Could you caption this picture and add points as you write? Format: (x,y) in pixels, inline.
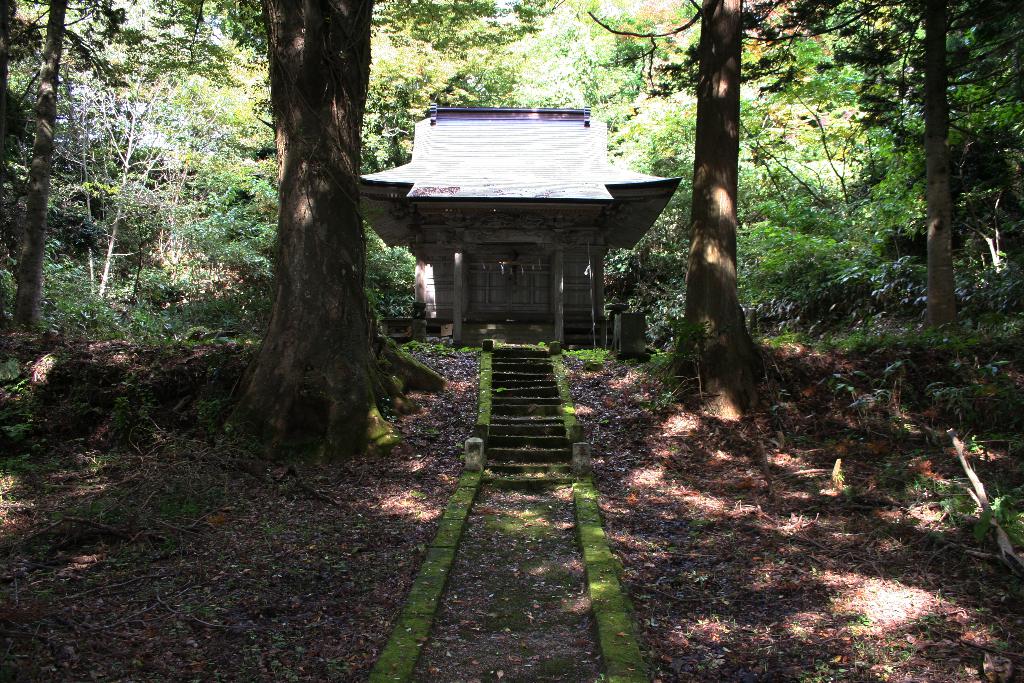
In this image in the background (493,270) there is a house (488,253) and there are trees (780,213). In the front (432,551) there is grass (510,599) on the ground (506,596) and there are dry leaves (794,605).
